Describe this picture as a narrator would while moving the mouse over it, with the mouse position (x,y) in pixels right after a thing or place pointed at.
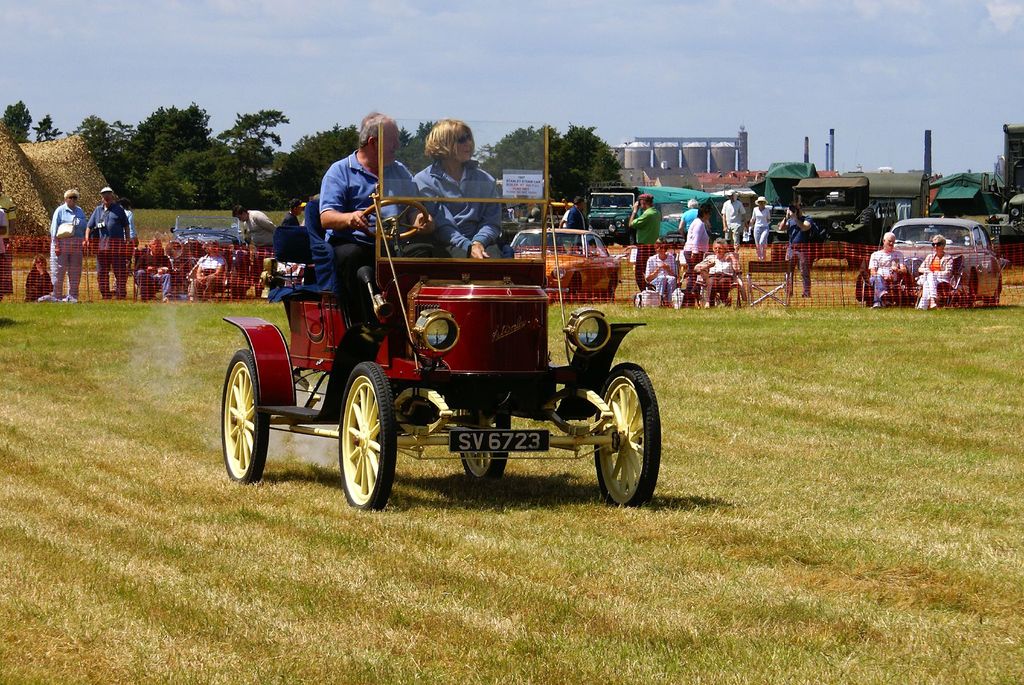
In this image, we can see a man (370,218) and a woman (446,226) sitting in the car (420,395), there is grass (151,340) on the ground (701,435), we can see the fence (777,281), there are some people (172,284) sitting on the chairs (788,297) and we can see some cars (239,221), there are some trees (165,139), at the top (888,36) there is a blue sky (333,78).
